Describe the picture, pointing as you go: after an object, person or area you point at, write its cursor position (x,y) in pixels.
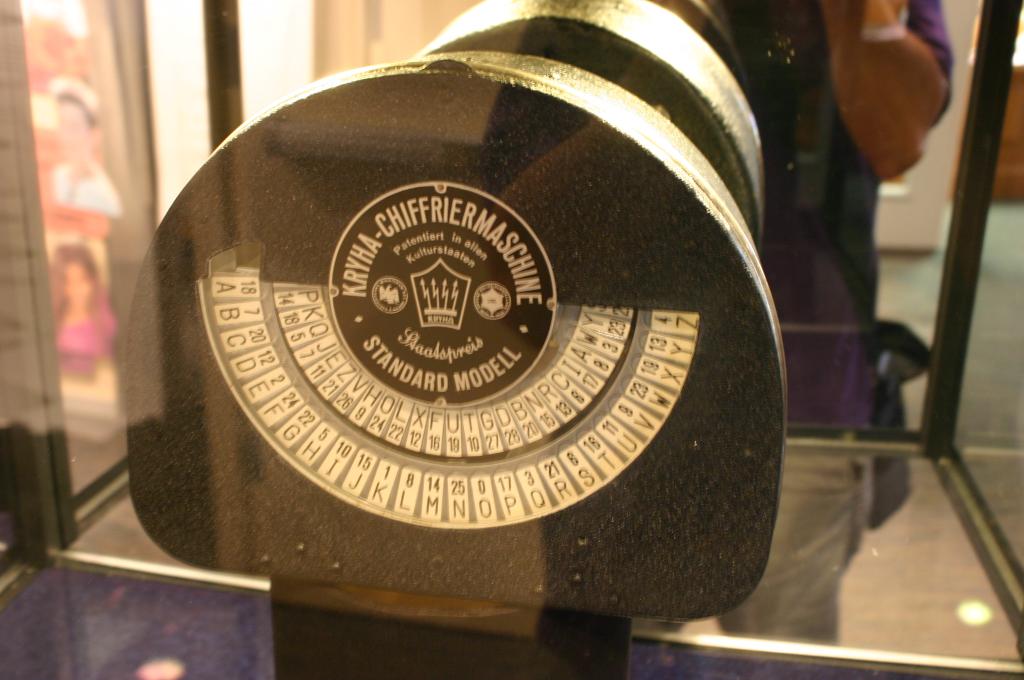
In the picture there is an object (461,458), on the object (439,413) there is some text (527,265), in front of the object (506,258) there is a person (850,22) standing.
